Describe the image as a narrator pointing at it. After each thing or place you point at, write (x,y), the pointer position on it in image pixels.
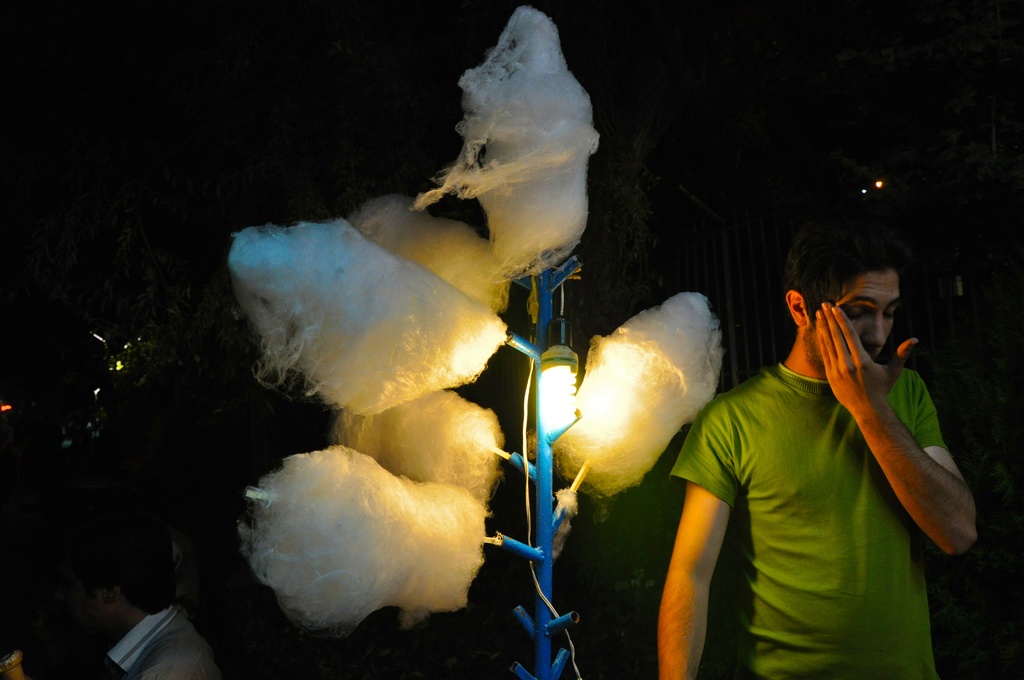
In this image we can see two persons (174,624), a stand (549,591) with a light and some objects (453,349) beside the person (890,553) and a dark background (595,669).
